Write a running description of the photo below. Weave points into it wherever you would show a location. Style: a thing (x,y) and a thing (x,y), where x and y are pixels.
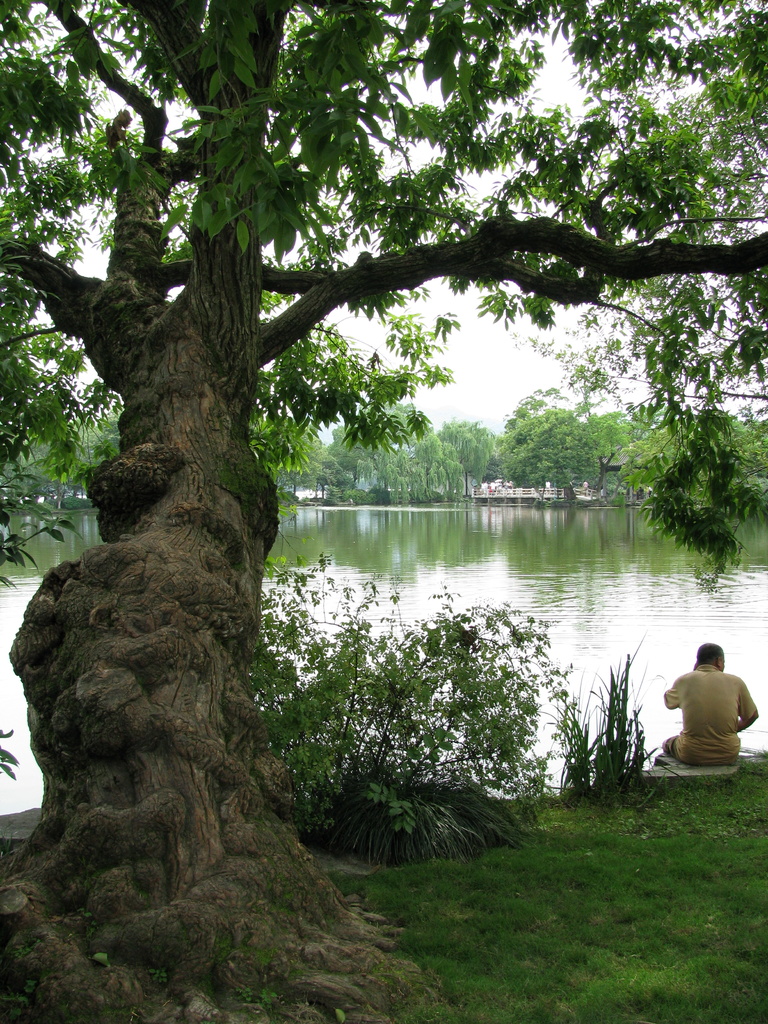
In this image I can see number of trees (731,470), water (502,564), grass (597,827) and I can see a person (682,741) is sitting over here. I can also see few plants (488,700).
